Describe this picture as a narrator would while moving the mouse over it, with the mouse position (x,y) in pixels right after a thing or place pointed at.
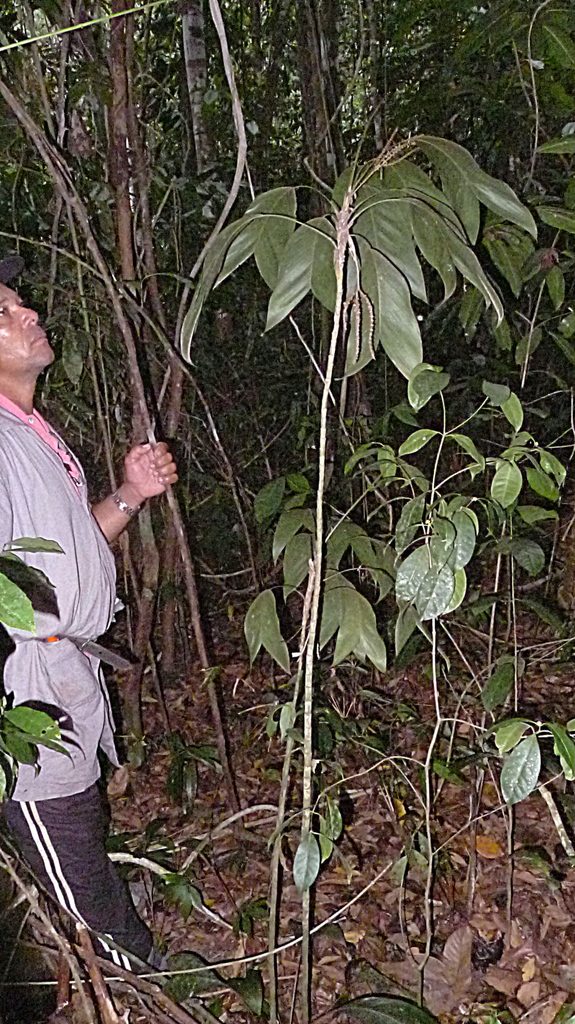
In this image I can see a man (66,525) is standing, I can see he is wearing grey dress (53,695) and black pant (113,919). I can also see number of trees (255,345).
